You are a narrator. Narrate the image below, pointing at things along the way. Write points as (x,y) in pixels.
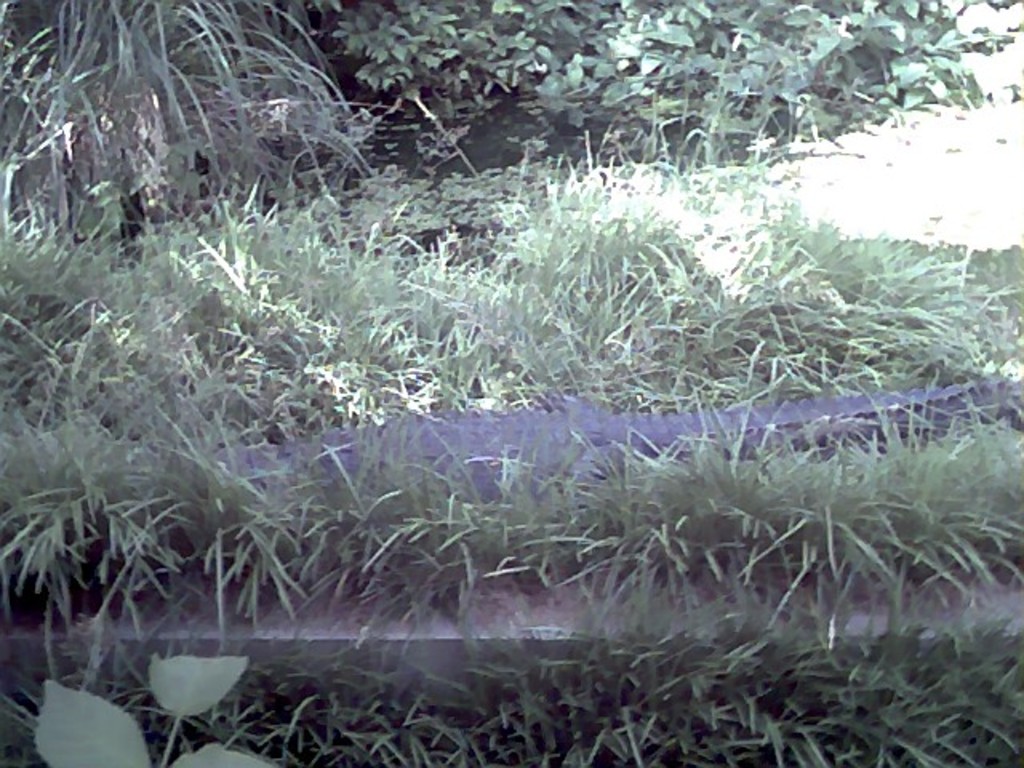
In this picture I can see plants (929,10) and grass (669,721). At the top (468,147) I can see the water (550,101).
